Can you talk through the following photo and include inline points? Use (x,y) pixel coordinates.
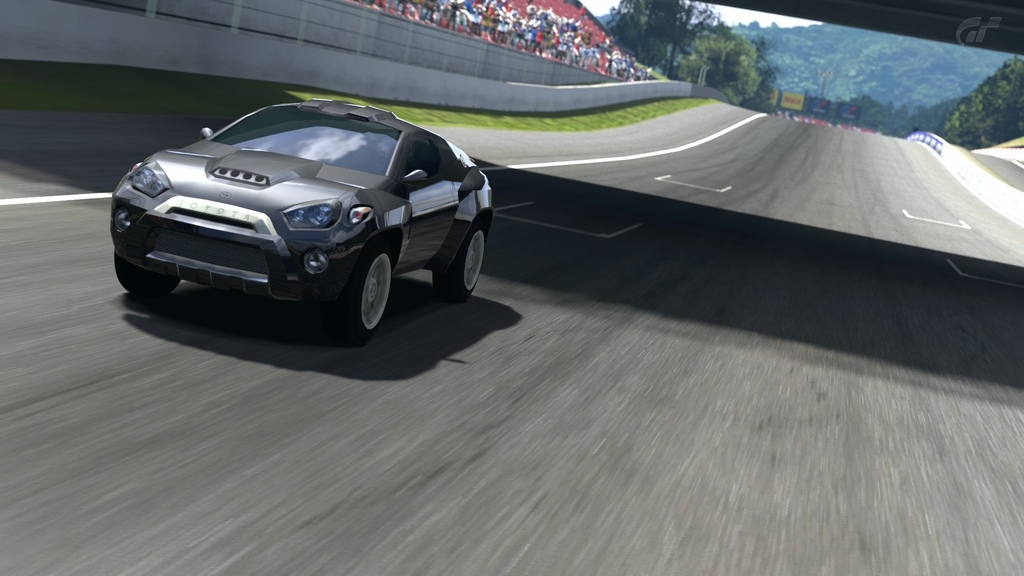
In this image I can see the road (722,297), a car (367,195) which is black in color on the road (828,296), the railing (321,18), number of persons (481,15), few trees (617,26) which are green in color and few boards (822,106). In the background (919,64) I can see a mountain (862,42) and the sky (726,12).
